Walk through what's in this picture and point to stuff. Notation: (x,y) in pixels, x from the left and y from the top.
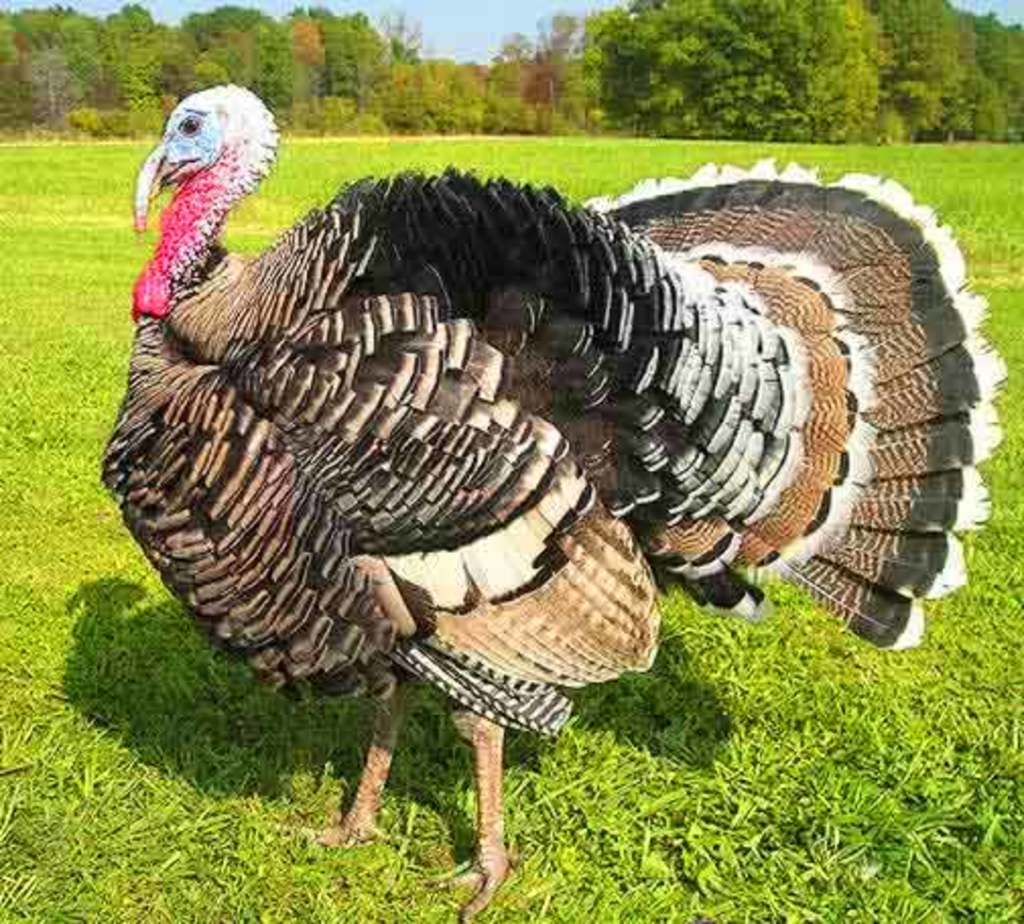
In the image we can see there is a turkey (528,362) standing on the ground (639,849) and the ground (67,905) is covered with grass (79,314). Behind there are trees (504,92) and the sky (94,9) is clear.
